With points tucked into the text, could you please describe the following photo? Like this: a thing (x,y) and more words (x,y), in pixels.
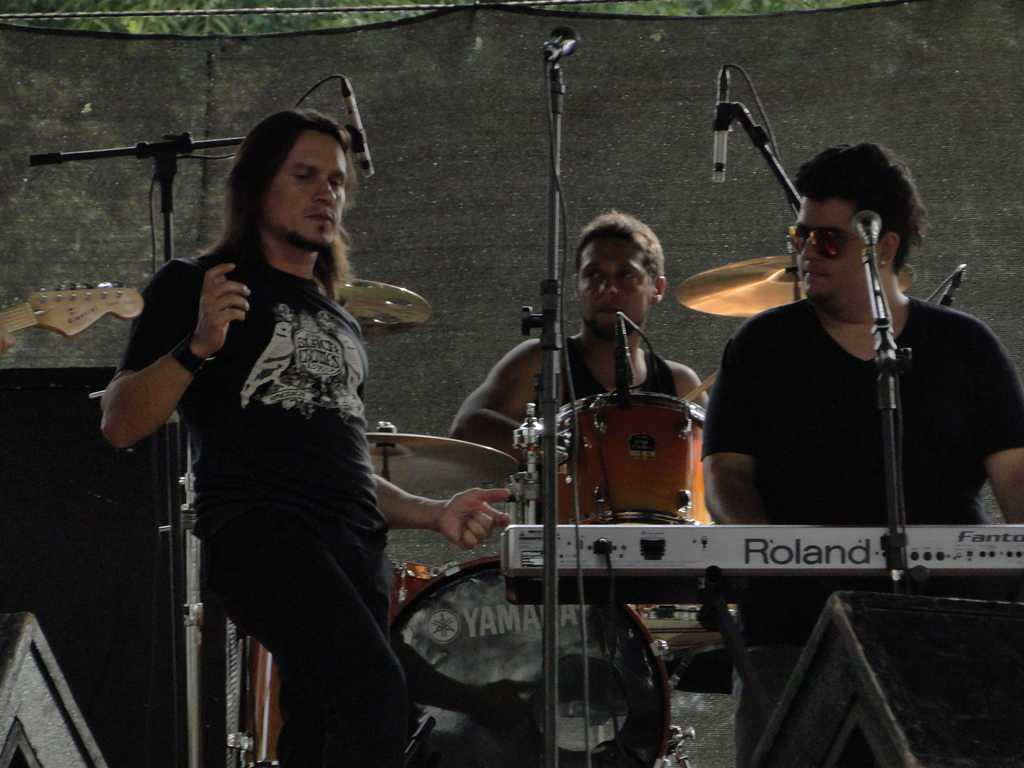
In this image I can see three men (849,203) are standing. Here I can see he is wearing a shades (808,248) and all of them are wearing black dress (825,427). I can also see few mics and few musical instruments (573,586).
